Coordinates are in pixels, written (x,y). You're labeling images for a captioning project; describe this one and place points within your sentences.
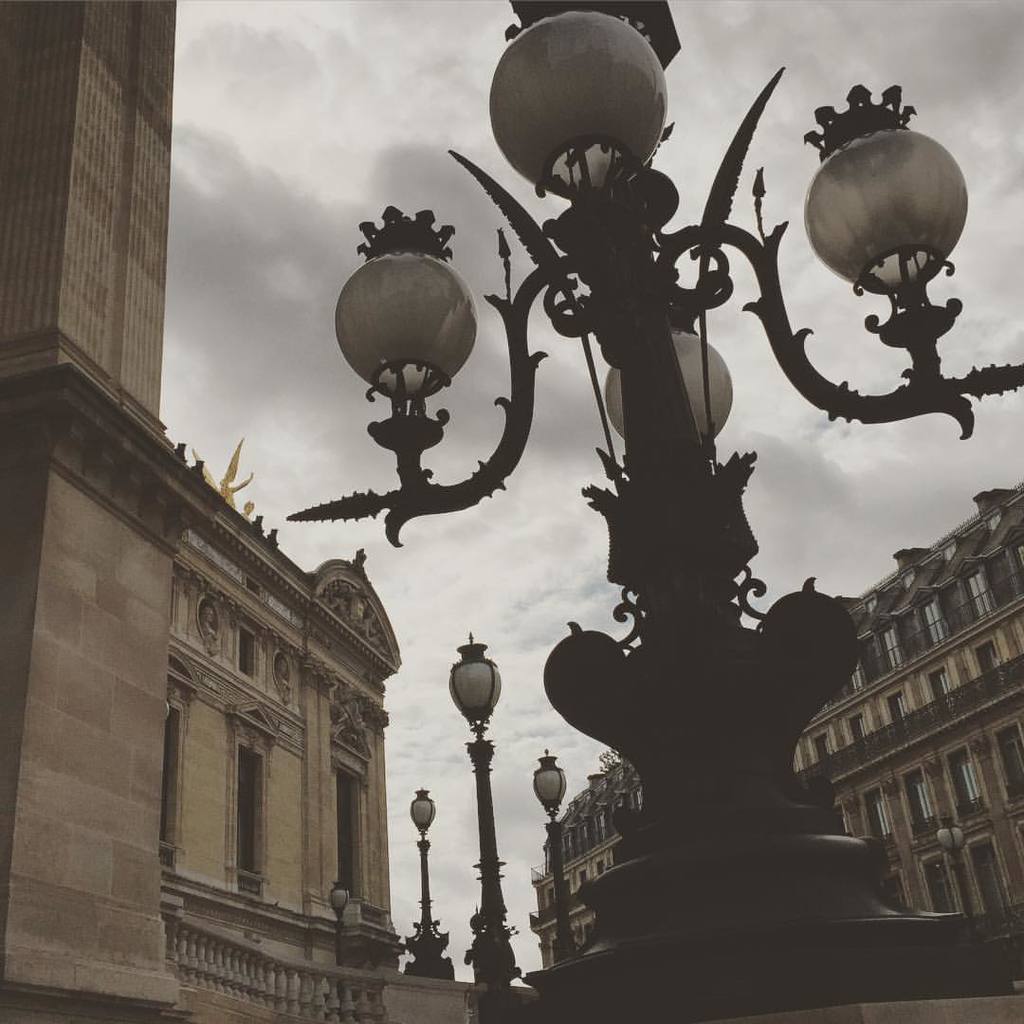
In this image, we can see street lights (820,837), poles (787,805), walls (2,893), buildings (1014,777), railings (908,730) and windows (957,756). Background (991,215) there is a cloudy sky (440,399).
